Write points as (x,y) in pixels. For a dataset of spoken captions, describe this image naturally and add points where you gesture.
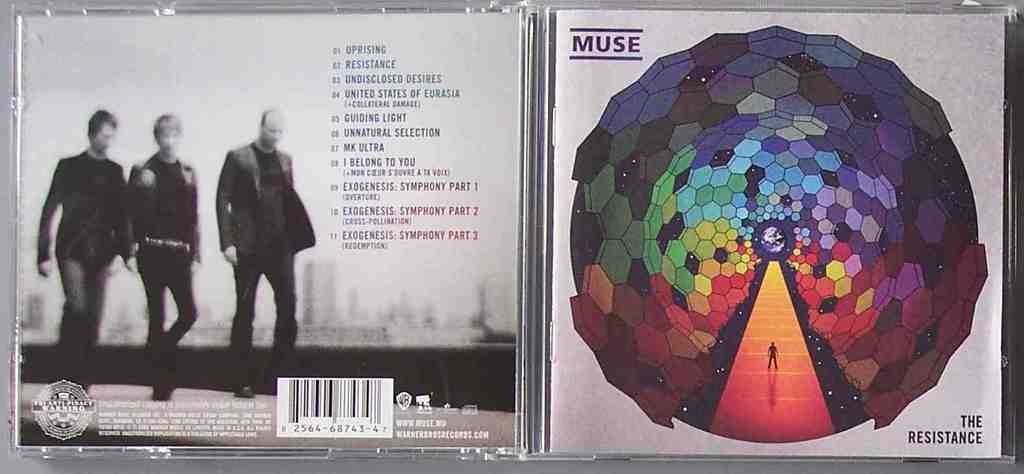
In this image we can see the label (352,145) of a compact disc (176,81).
